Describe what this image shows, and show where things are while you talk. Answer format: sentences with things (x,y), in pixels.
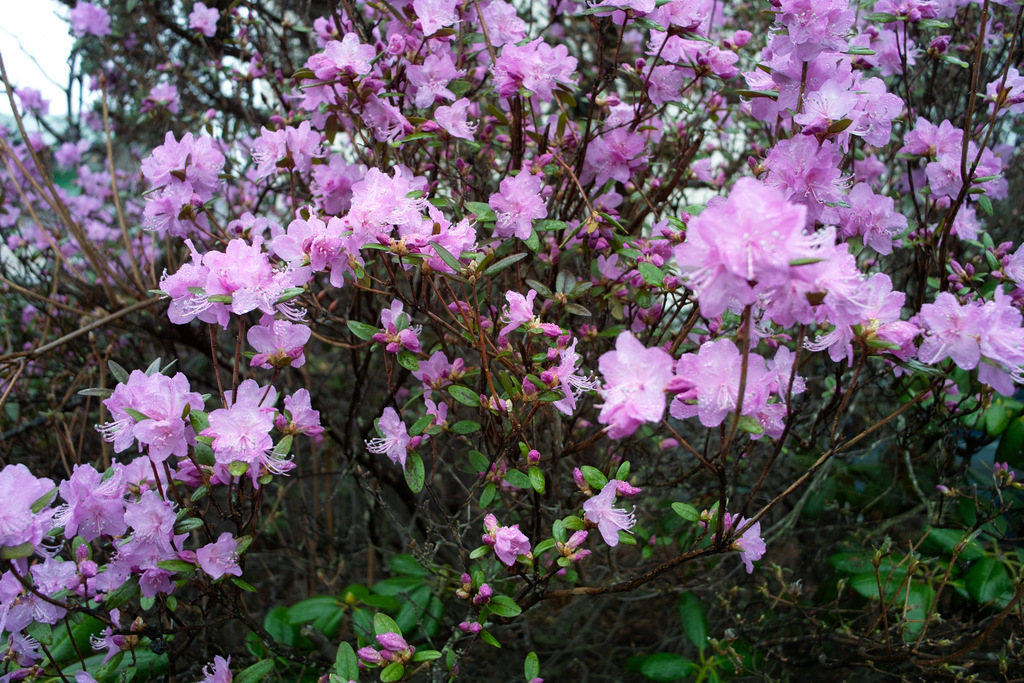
In this picture, we see the plants (633,364) which have the buds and the flowers (817,253). These flowers (801,193) are in pink color. In the background (78,90), we see the sky (58,72).
